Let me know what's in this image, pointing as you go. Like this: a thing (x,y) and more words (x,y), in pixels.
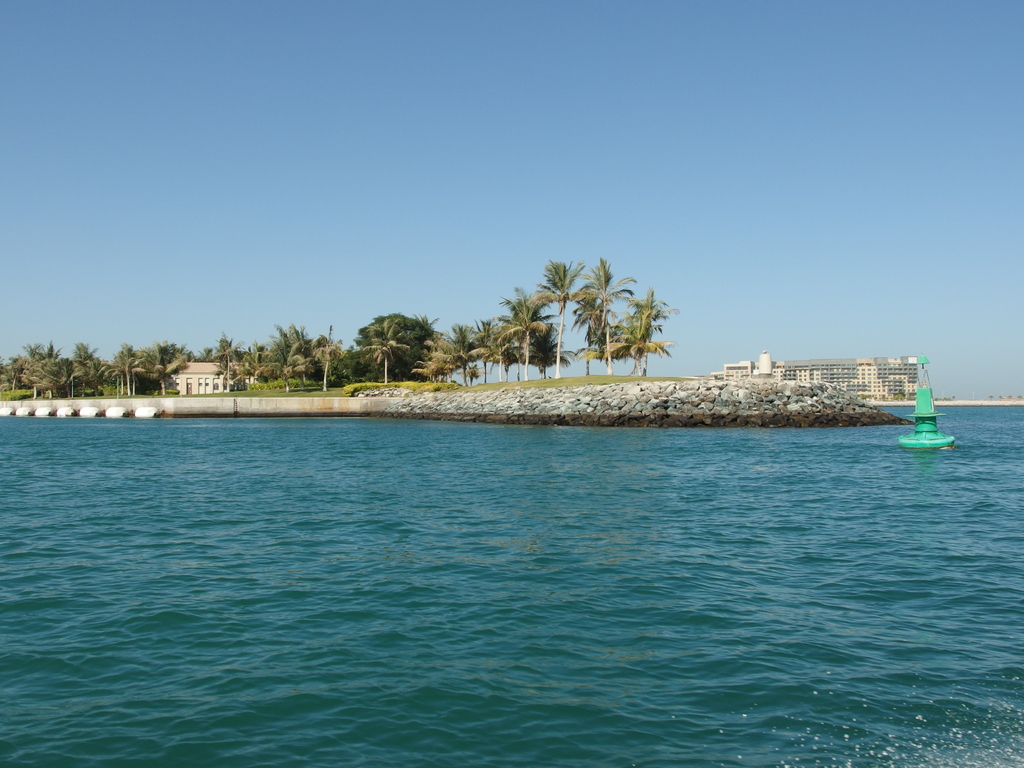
There is water (560,652). In the water (879,455) there is a green color thing (926,427). Also there is a rock wall (552,388). In the background (434,367) there are trees (288,359), buildings (854,377) and sky (595,133).
